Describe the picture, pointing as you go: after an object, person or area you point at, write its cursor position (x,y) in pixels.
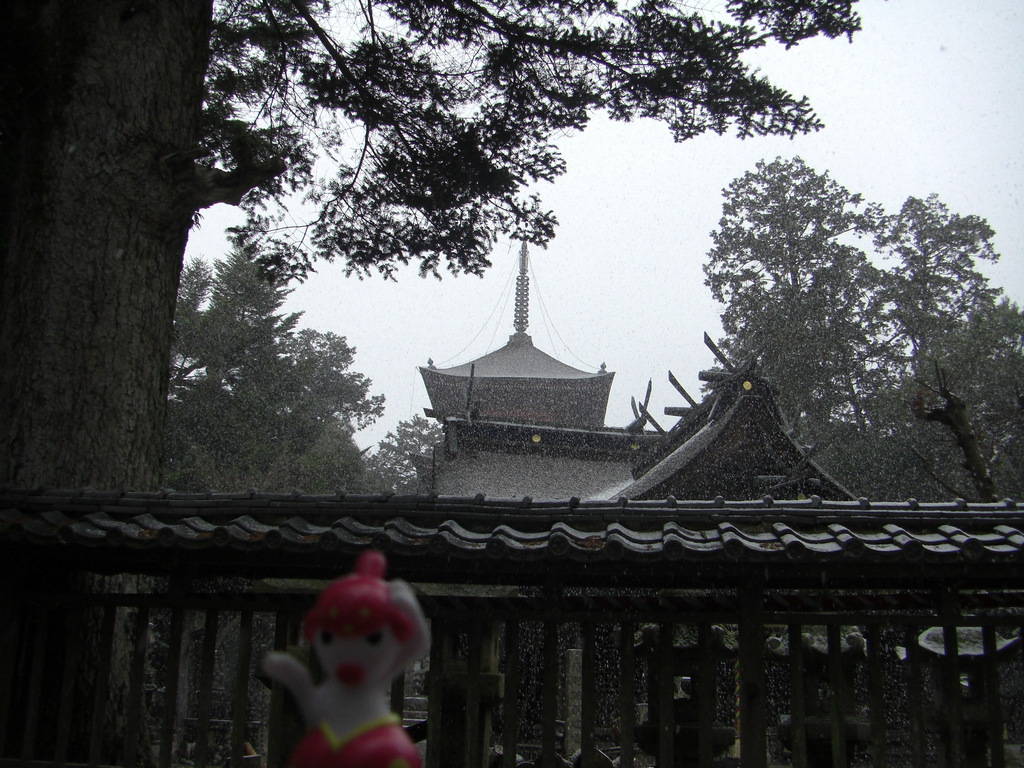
In the picture we can see a doll (397,716), behind it, we can see a railing (4,602) and a tree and we can see a house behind the railing (418,594), around it we can see trees (367,469) and in the background (476,326) we can see a sky (673,297).
